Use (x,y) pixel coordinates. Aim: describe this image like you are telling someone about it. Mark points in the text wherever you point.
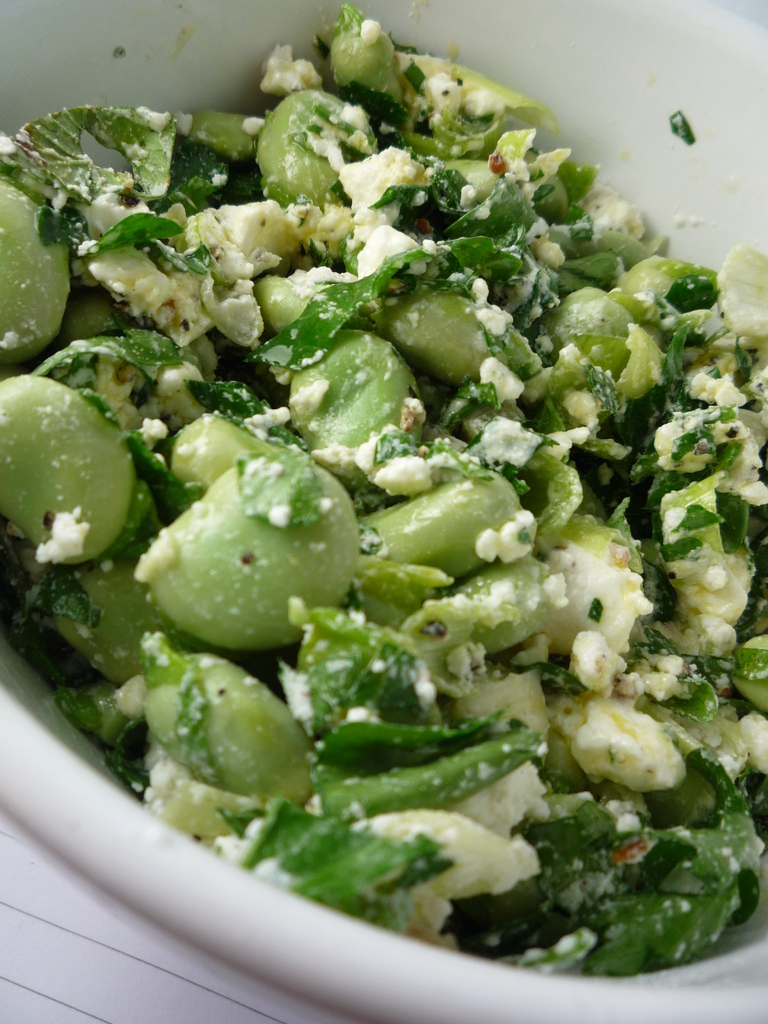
In the image there some cooked green vegetable food item (323,441) is kept in a bowl (21,818).
